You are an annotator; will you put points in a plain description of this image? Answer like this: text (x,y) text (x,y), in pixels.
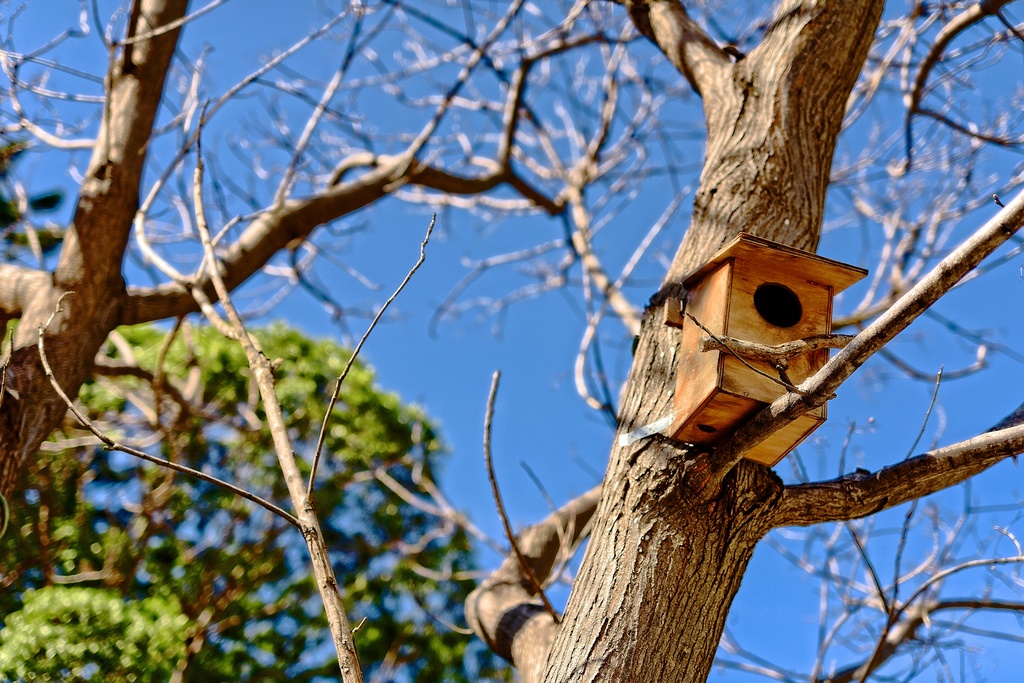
In this picture I can see there is a tree (830,384) and there is a wooden box (738,372) on the branch (873,339) of a tree (911,300), it has branches (95,427), twigs (95,427) and in the backdrop (218,516) there is another tree (205,440) and the sky (222,517) is clear.
